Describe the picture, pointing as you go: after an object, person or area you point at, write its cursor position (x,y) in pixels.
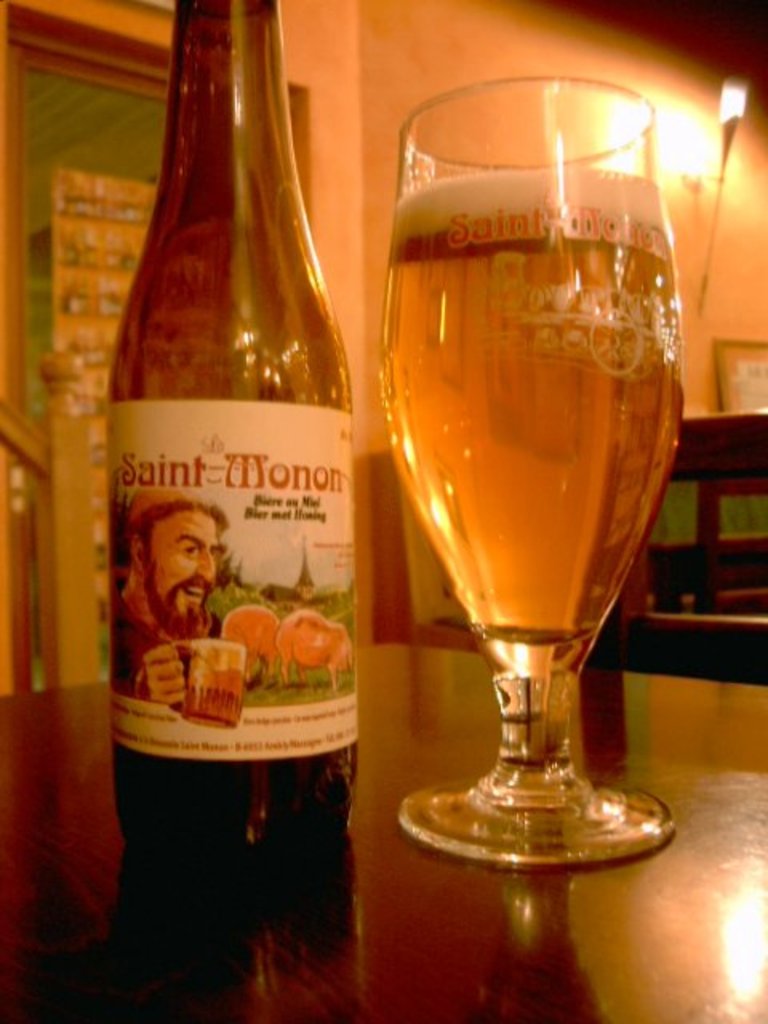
On this table (441,906) there is a bottle (225,567) with sticker (195,655) and a glass (464,521) with liquid (560,278) and foam (560,213). A light (684,140) is on wall (601,30).
